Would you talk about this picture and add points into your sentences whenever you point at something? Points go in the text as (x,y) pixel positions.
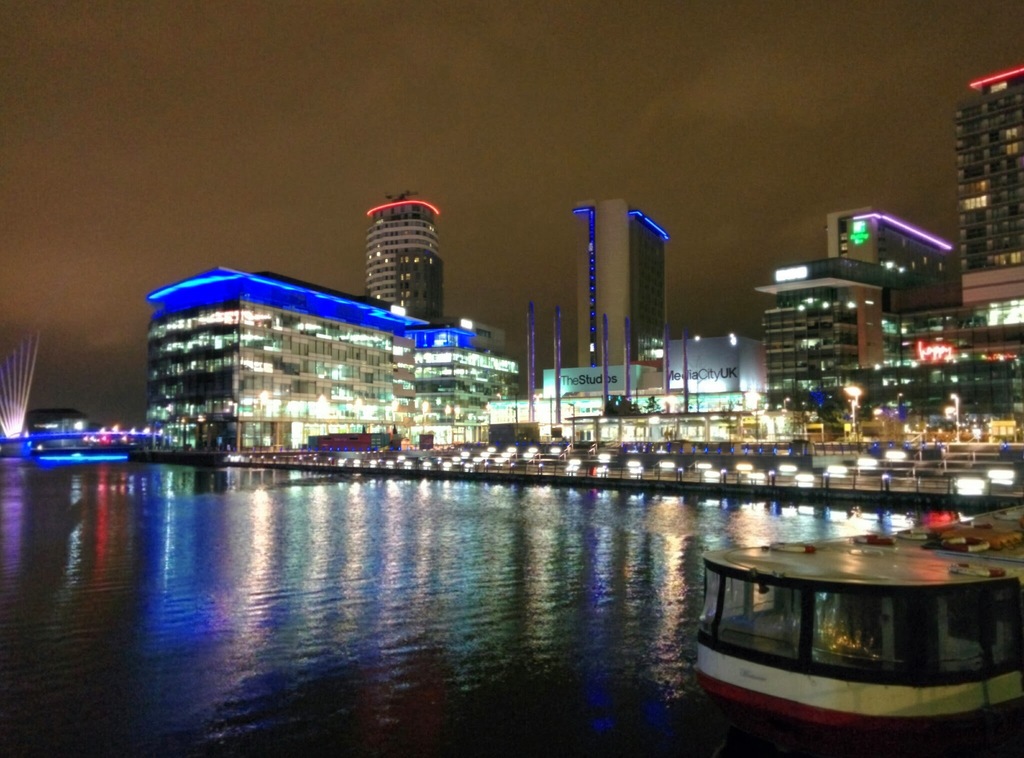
In this picture we can see water (340,684) at the bottom (404,593), in the background (782,349) there are some buildings (791,329), we can see a boat (984,637) here, there is the sky (526,66) at the top of the picture (554,56), we can see lights (602,460) here.
